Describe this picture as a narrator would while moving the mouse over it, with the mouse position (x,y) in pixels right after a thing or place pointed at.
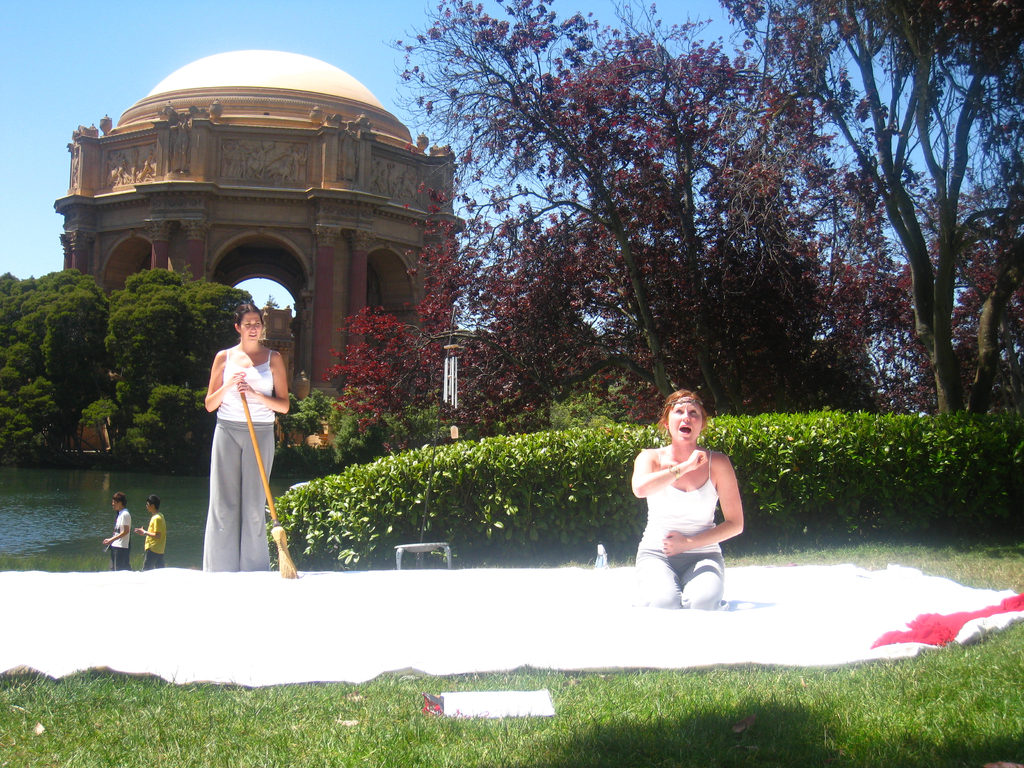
In this image, we can see a person (709,514) wearing clothes (688,515) and sitting on knees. There is an another person (249,362) standing and holding a broom (261,466) with her hands (241,373). There is a cloth (340,597) on the grass (562,697). There are two persons (153,546) beside the lake (25,535). There are some trees (836,362) and plants (846,420) in the middle of the image (482,487). There is a gateway (291,244) in the top left of the image (235,146). In the background of the image (14,245), there is a sky (43,101).
